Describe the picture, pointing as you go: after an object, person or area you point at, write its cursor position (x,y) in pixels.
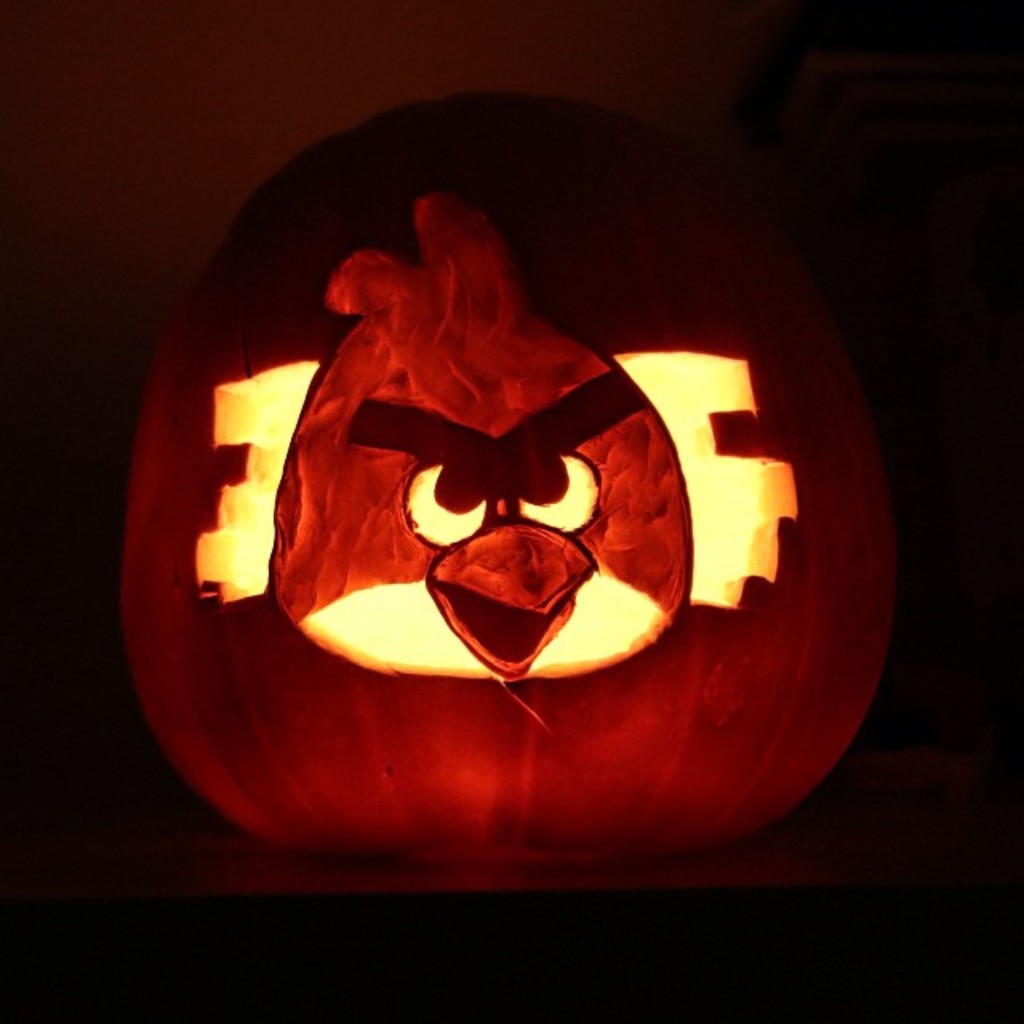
This picture looks like a pumpkin (453,520) and I can see dark background (483,7).
